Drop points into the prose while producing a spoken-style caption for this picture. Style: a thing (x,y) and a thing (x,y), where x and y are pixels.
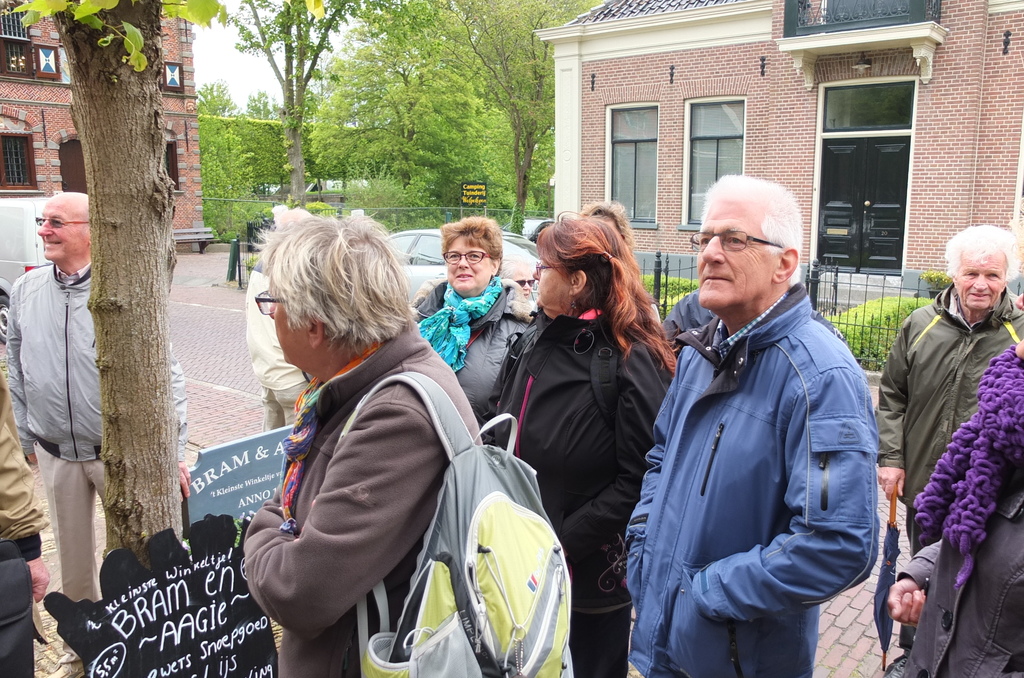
In the center of the image (607,327) there are people (661,416) standing wearing jackets (559,474). In the background of the image (452,93) there are trees (446,104), houses (773,174), cars (15,207).
